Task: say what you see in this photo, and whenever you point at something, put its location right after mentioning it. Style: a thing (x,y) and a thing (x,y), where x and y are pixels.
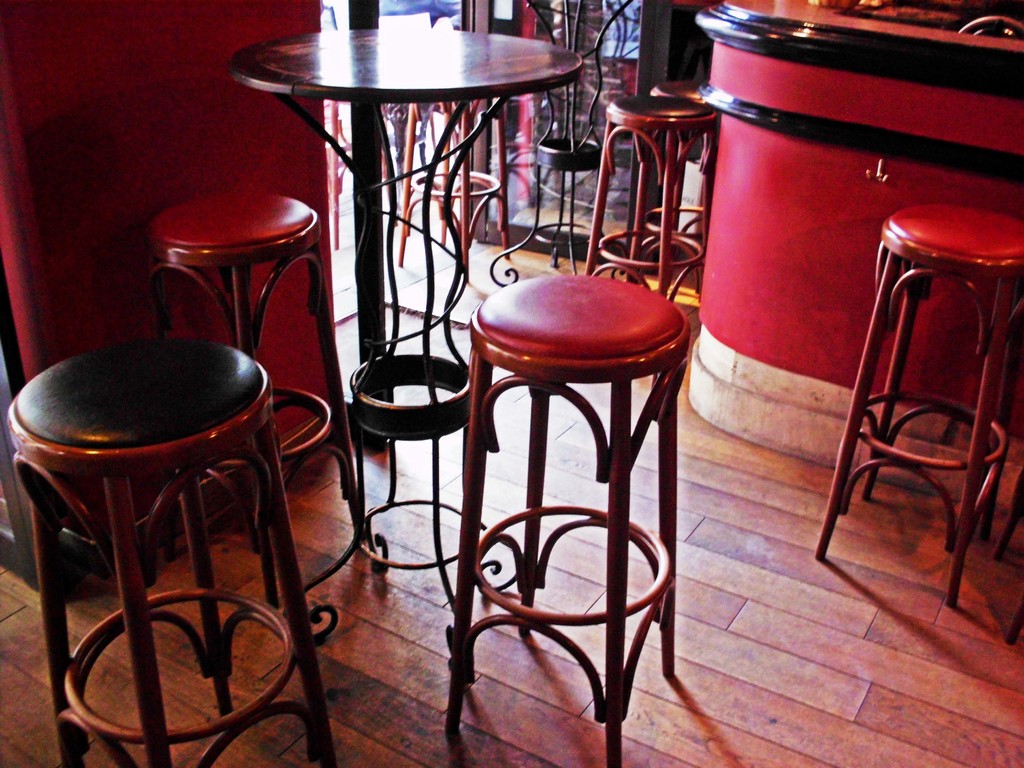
In this image, we can see some stools (628,298). There is a table (480,46) at the top of the image (396,64). There is a counter (882,73) in the top right of the image (890,148).
